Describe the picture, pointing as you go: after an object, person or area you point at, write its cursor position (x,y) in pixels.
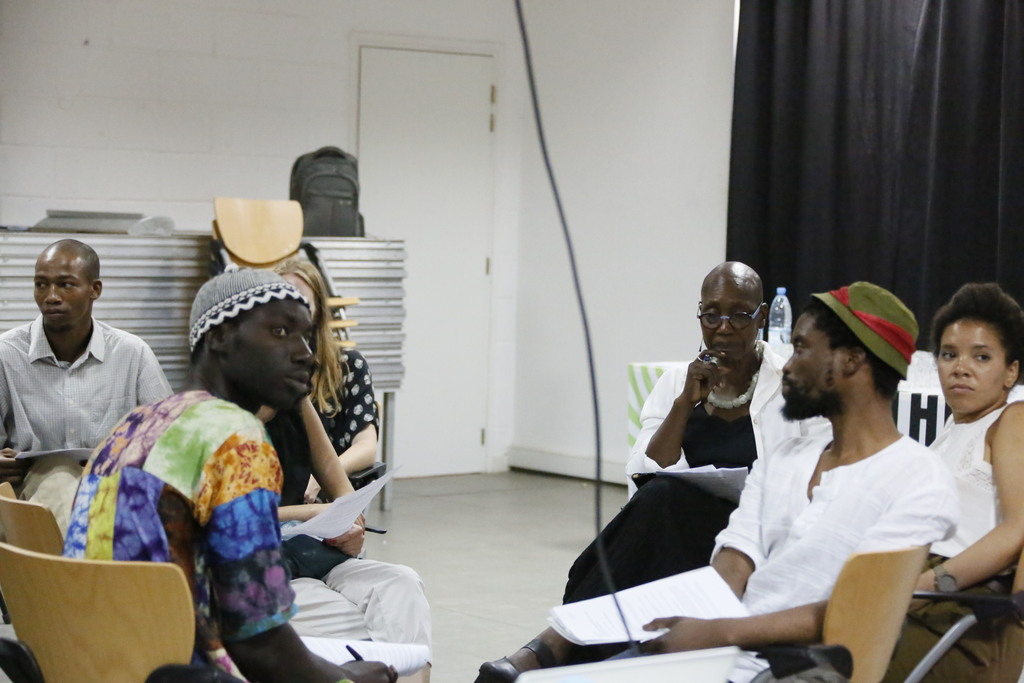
In this picture we can see some people (63,335) sitting on chairs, holding papers (566,627) with their hands (674,629) and in the background (439,385) we can see the floor (504,520), bag (343,219), wall (138,3), door (376,190), chairs (283,202), curtain (829,42), some objects (352,311).
